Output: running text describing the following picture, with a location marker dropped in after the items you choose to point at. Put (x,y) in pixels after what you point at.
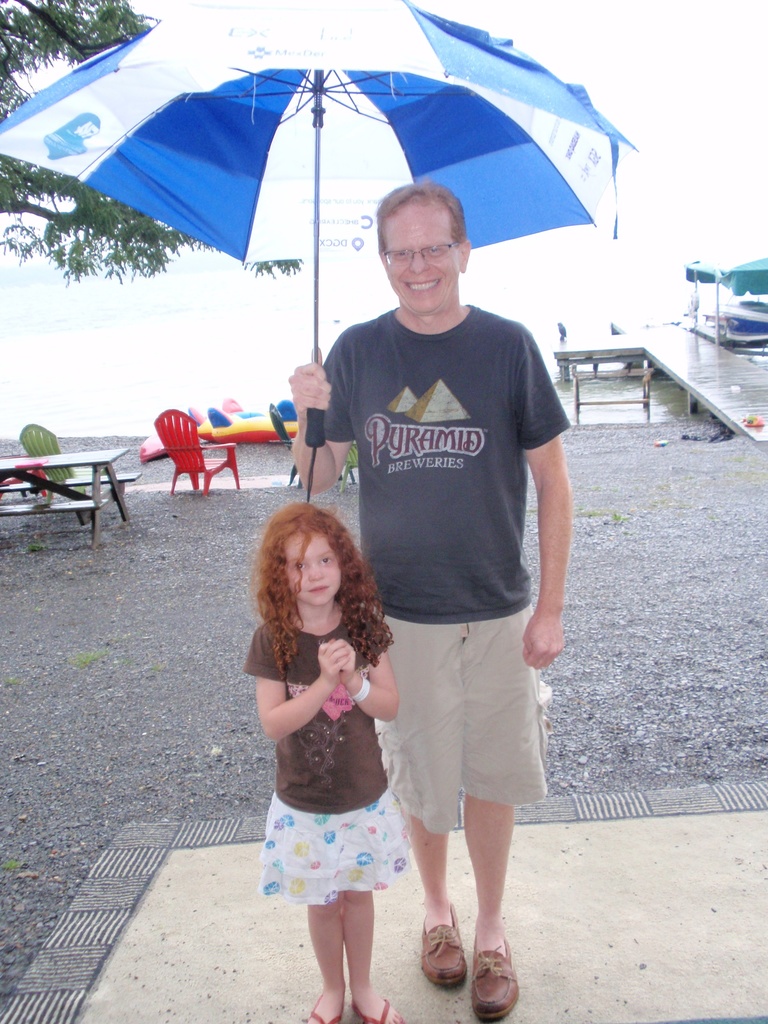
Here we can see a man (395,631) and a child (322,625) standing, the man (453,337) is holding an umbrella (312,125) and at the back (17,462) end we can see table (110,478) and a couple of chairs (168,442) and at the left top (58,184) we can see a tree (34,50).
